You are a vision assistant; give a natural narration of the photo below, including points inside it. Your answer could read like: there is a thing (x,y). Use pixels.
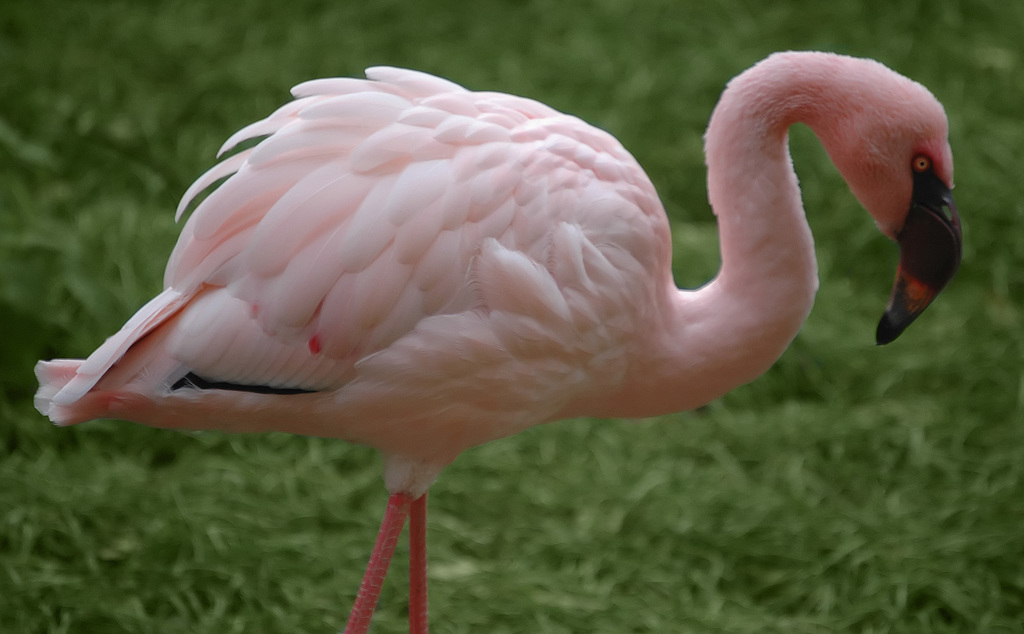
In this image we can see a flamingo (540,214). In the background of the image (975,18) there is the grass (613,52).
